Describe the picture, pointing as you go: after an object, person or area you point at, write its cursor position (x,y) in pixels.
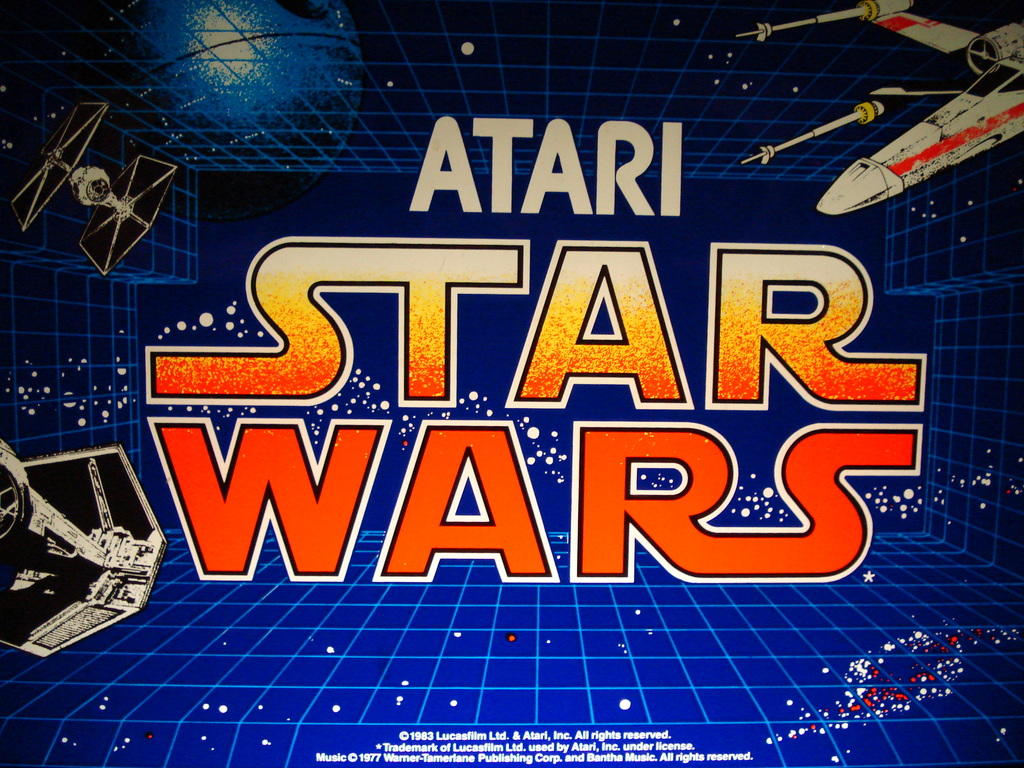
This is a poster (363,581), on this poster (563,623) we can see some objects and text (768,527) on it.
